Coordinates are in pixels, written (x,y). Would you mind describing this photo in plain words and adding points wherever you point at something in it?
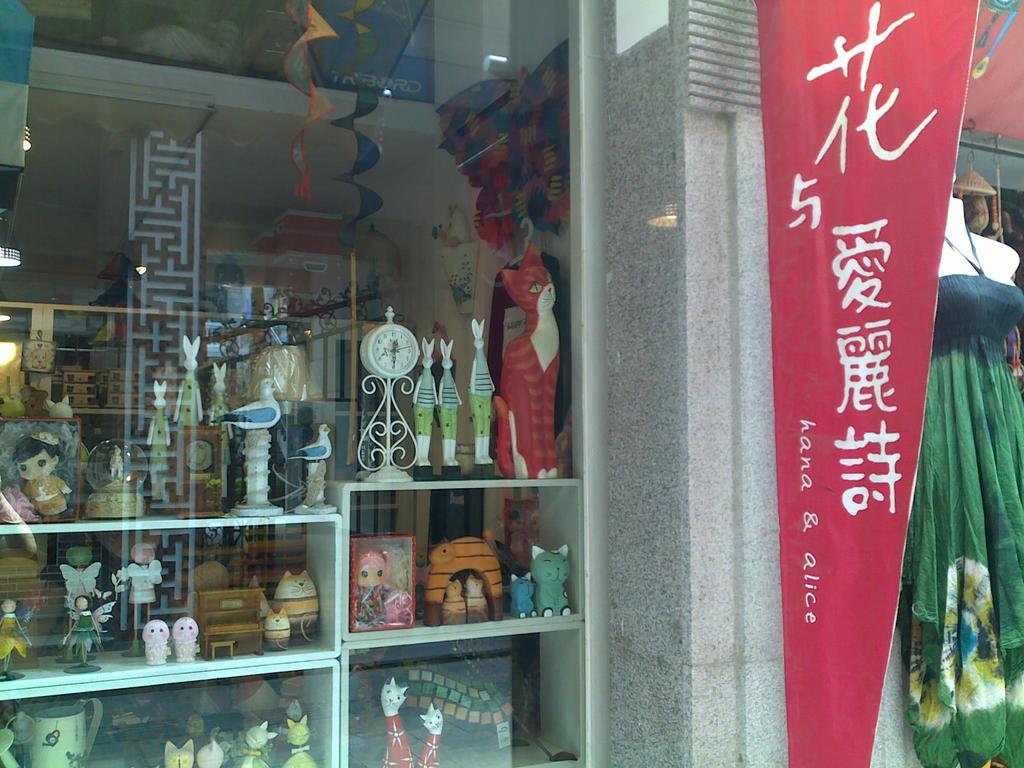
On the right (850,572) there are banner (884,332), mannequin (950,327), dream catcher (1014,5) and other objects (983,196). On the left (172,687) there is a glass window (291,386), on the other side of the window (353,389) there are toys (418,411), clock (388,384), closet (340,489) and other objects (484,138).
